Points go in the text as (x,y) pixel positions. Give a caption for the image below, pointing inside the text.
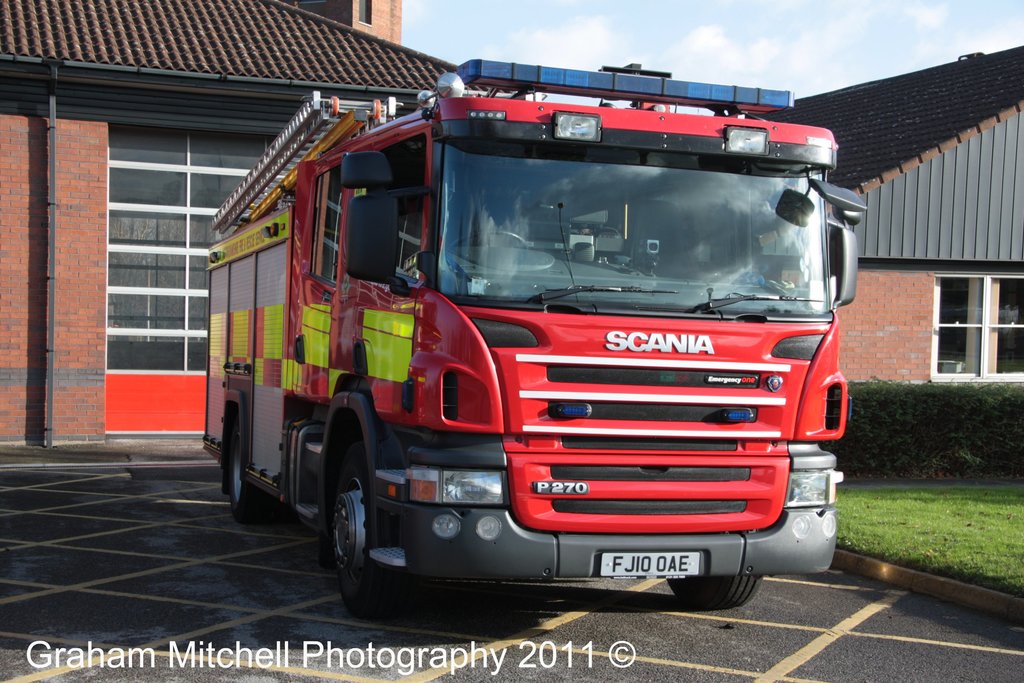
As we can see in the image there are houses (231,165), windows (1010,283), red color truck (410,295), grass (992,496) and there is a sky (683,49).
